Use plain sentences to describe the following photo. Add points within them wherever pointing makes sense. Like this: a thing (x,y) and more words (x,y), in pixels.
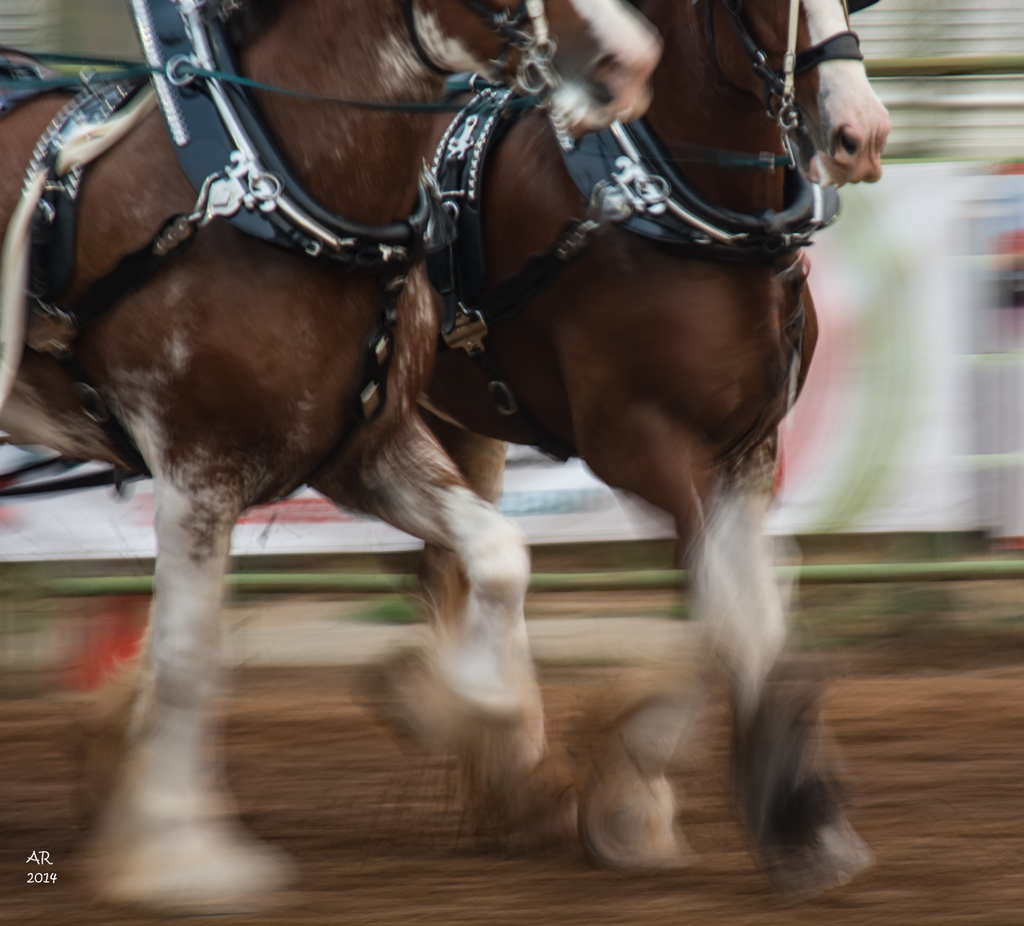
In the foreground of this image (123,715), there are two horses (486,711) running on the ground (589,872) and the background (964,324) image is blur.
